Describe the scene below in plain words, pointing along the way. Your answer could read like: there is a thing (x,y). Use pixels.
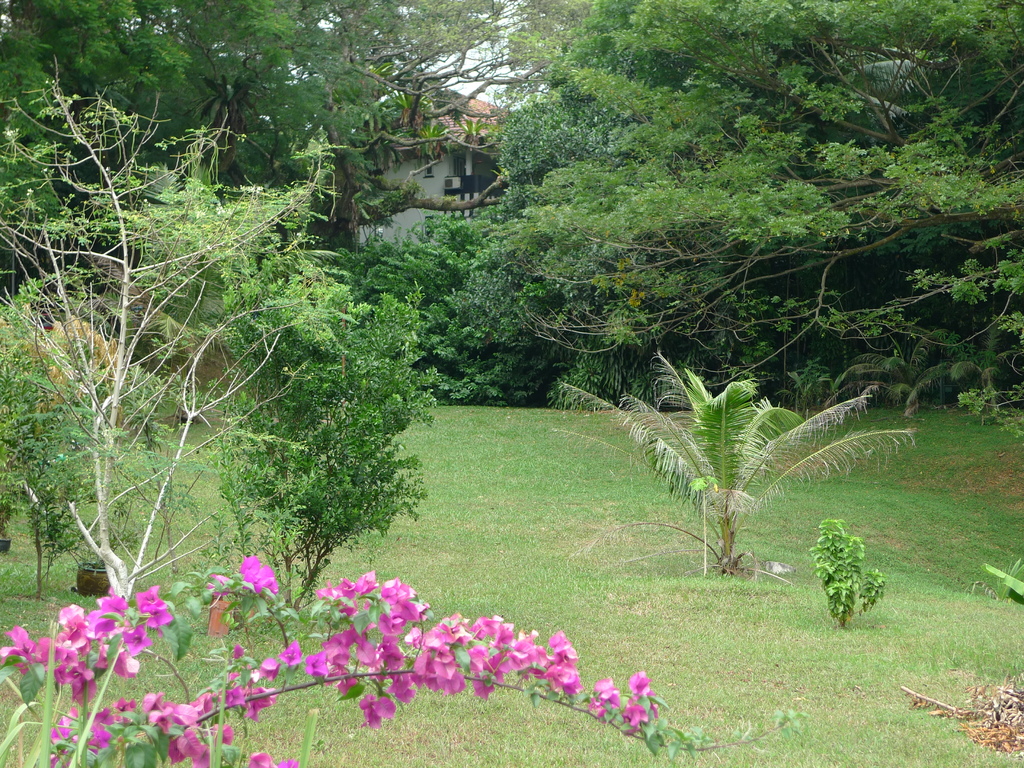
In the picture we can see a garden (724,608) with a grass surface (670,607) on it, we can see some plants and in the background (607,261), we can see trees (403,248) and from it we can see some part of a house (445,186).
